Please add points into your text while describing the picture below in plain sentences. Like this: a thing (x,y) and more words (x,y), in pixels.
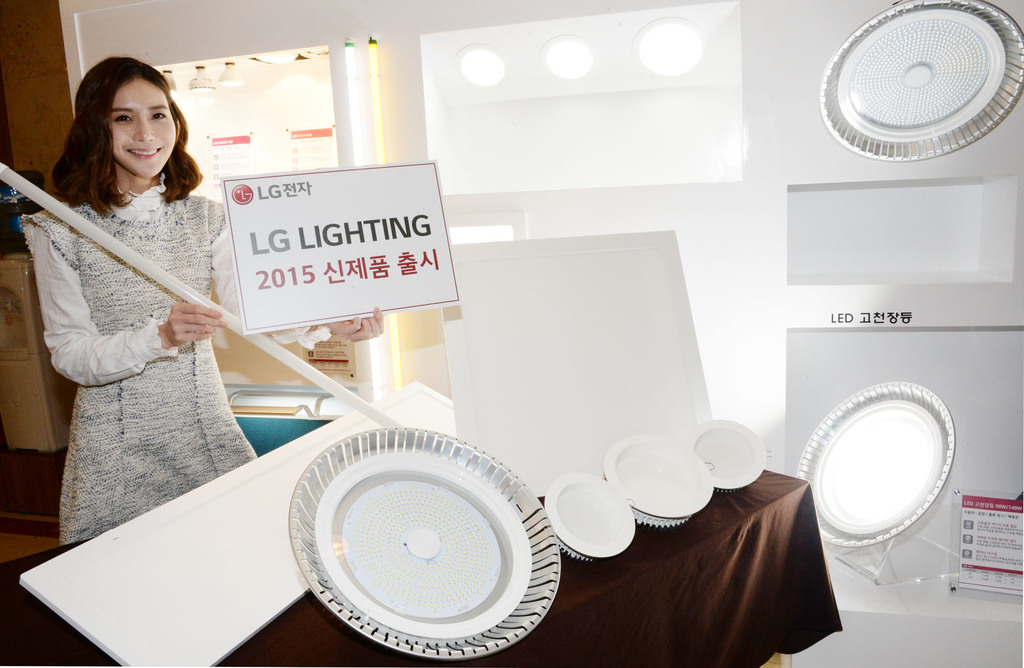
In this picture I can see a woman (94,188) standing and holding a placard (373,234) with some text (383,232) and I can see a lamp (414,459) and few lights (570,526) on the table (323,633) and I can see few lights (667,66) and boards (1009,552) with some text (1001,536). I can see a water filter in the background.
